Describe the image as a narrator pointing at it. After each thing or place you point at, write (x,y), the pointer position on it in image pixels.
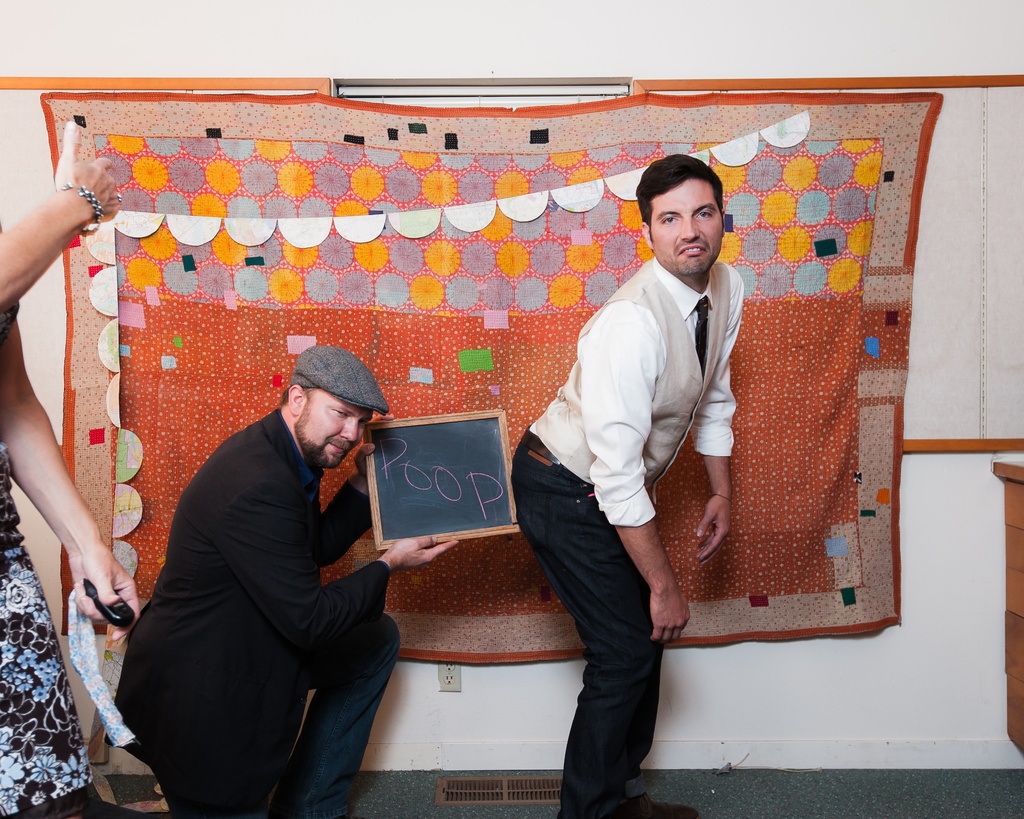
In this image, we can see a man (632,336) standing, there is a person (305,550) holding a slate (480,509), in the background (481,397) there is a curtain (534,152) and we can see a white color wall (941,532).
